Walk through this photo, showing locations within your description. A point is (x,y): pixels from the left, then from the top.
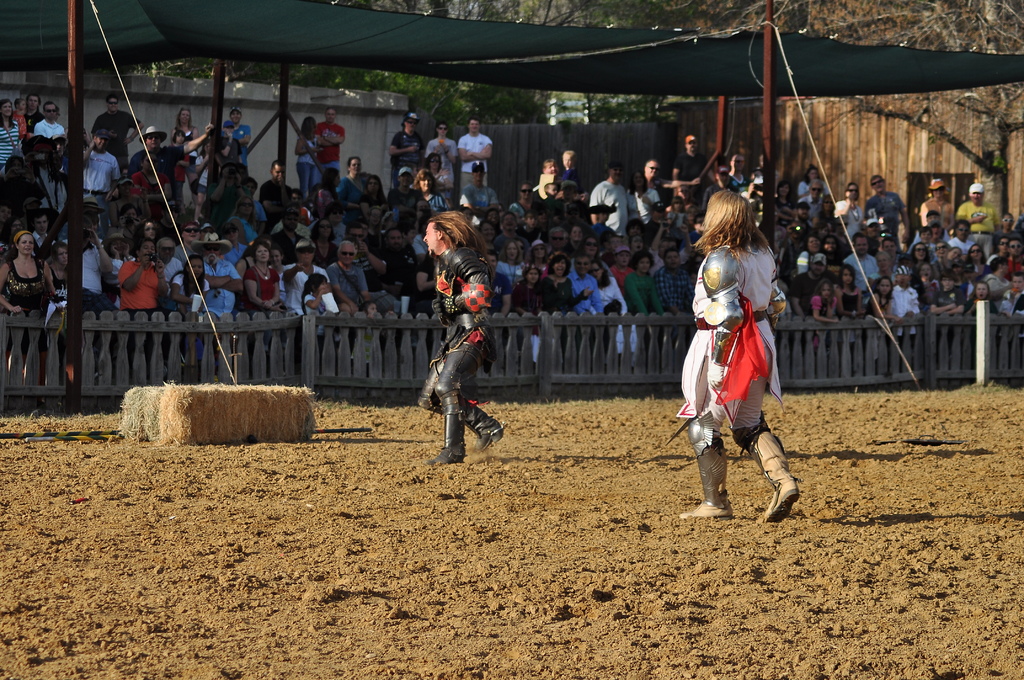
In this image, we can see two humans (460,357) are wearing different costumes (708,419) and walking on the ground (645,532). Background (1001,289) we can see a group of people (564,308). Few are standing near the wooden fencing (54,367). Here we can see poles (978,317), tent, ropes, wooden wall (850,142) and trees (889,116).
